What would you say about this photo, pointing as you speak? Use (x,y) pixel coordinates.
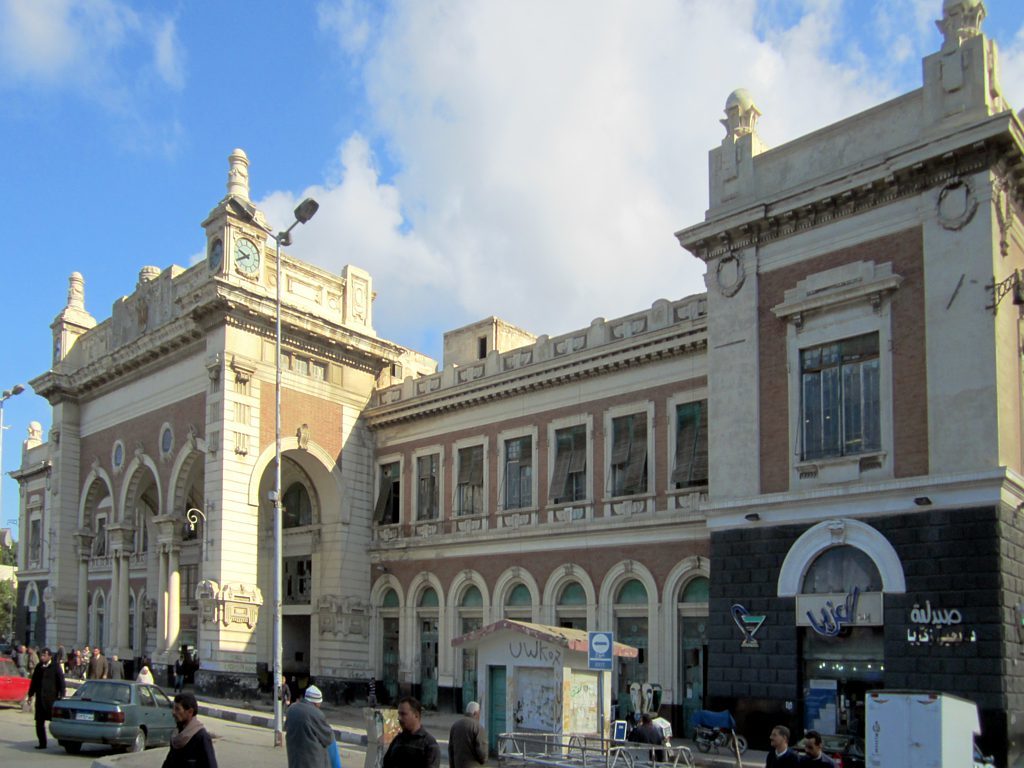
This image consists of a building (262,599) along with windows (678,445) and a clock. At the bottom (237,764), there is a road (275,748). On which many people (423,760) are walking. And we can see a car (88,726) on the left (121,729). At the top (279,86), there are clouds (516,105) in the sky (546,107). In the middle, there is a small cabin (591,728). On the left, we can see the trees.
